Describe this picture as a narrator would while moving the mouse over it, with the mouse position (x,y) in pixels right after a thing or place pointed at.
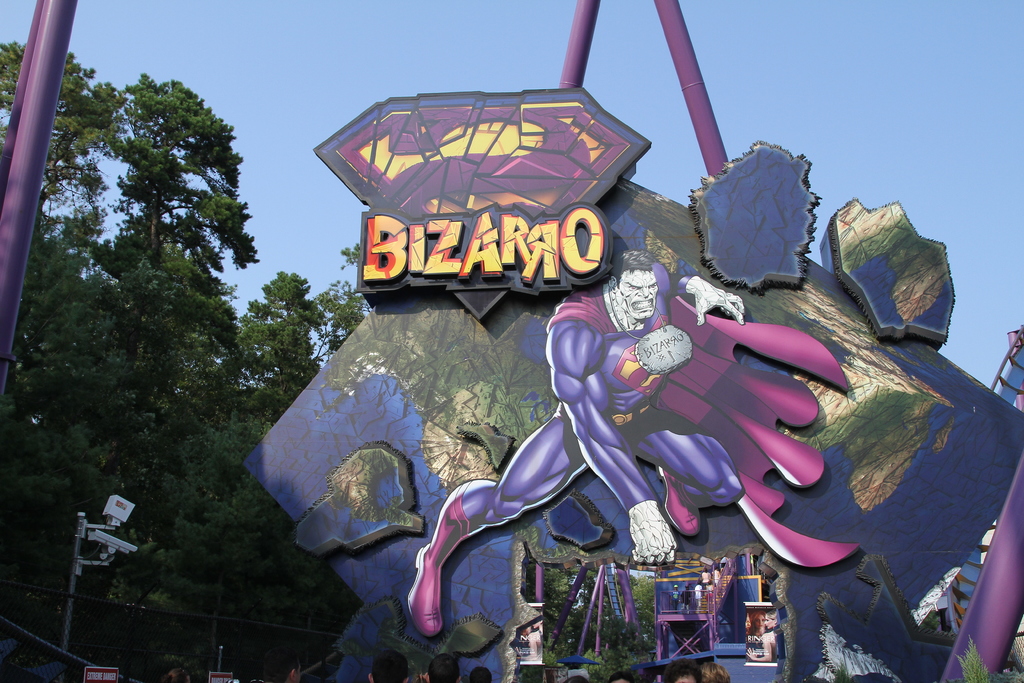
In this picture we can see a roller coaster (1022,486), and few people (702,581) are standing on it, in front of the roller coaster (698,569) we can find few trees (185,447) and cameras (121,502).
